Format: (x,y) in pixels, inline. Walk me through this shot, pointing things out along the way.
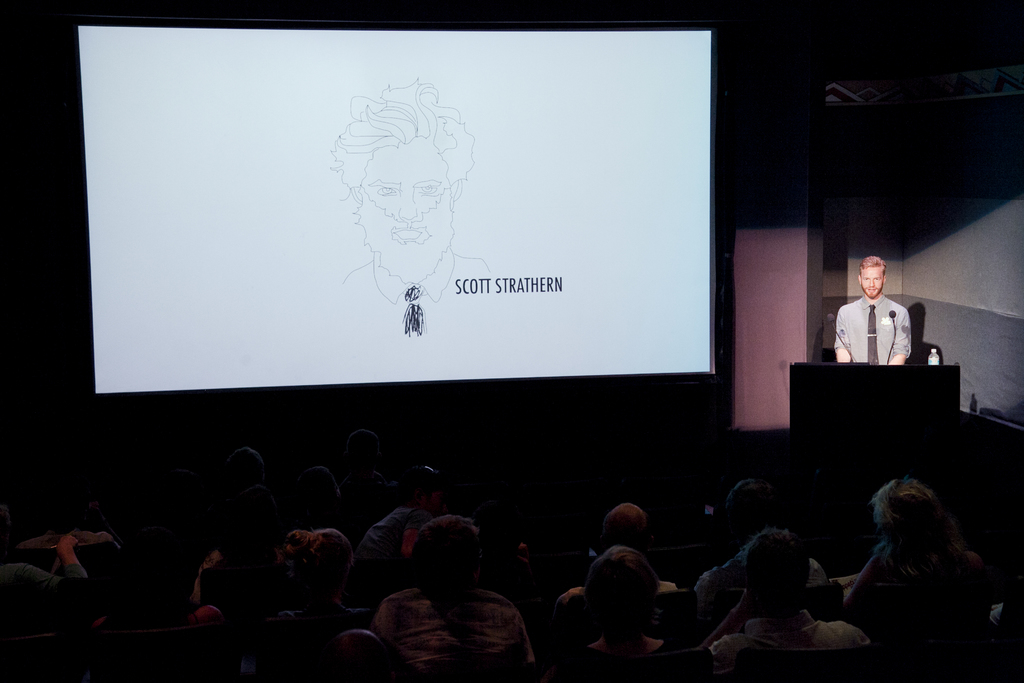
In this picture we can see a man (848,326), standing on the right side (913,381) at the speech desk (869,380) and explaining something. In the front (526,587) bottom side there is an audience (458,570) sitting and listening to him. In the background (416,307) we can see the white color big projector screen (586,307).
